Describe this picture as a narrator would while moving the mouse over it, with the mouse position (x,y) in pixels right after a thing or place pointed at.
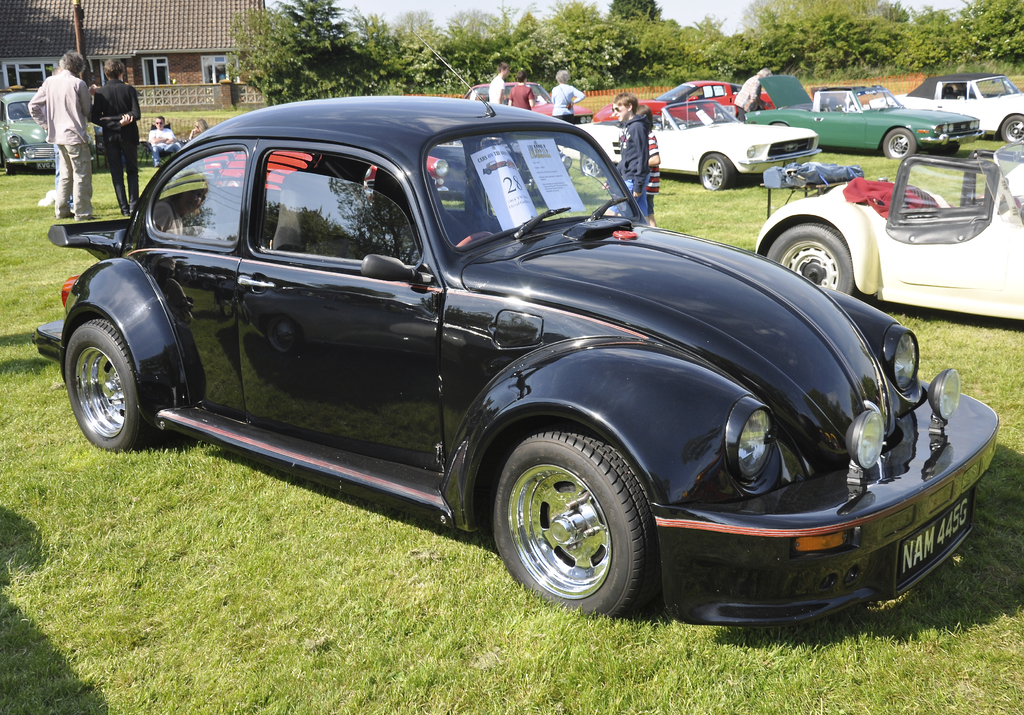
In this image I can see many vehicles (498,265) are on the ground (405,578). These vehicles (460,214) are colorful. In-front of the vehicles (348,176) I can see few people (73,75) with different color dresses (56,86). In the back (66,32) there is a house (202,69), trees (399,53) and the sky (459,10).
